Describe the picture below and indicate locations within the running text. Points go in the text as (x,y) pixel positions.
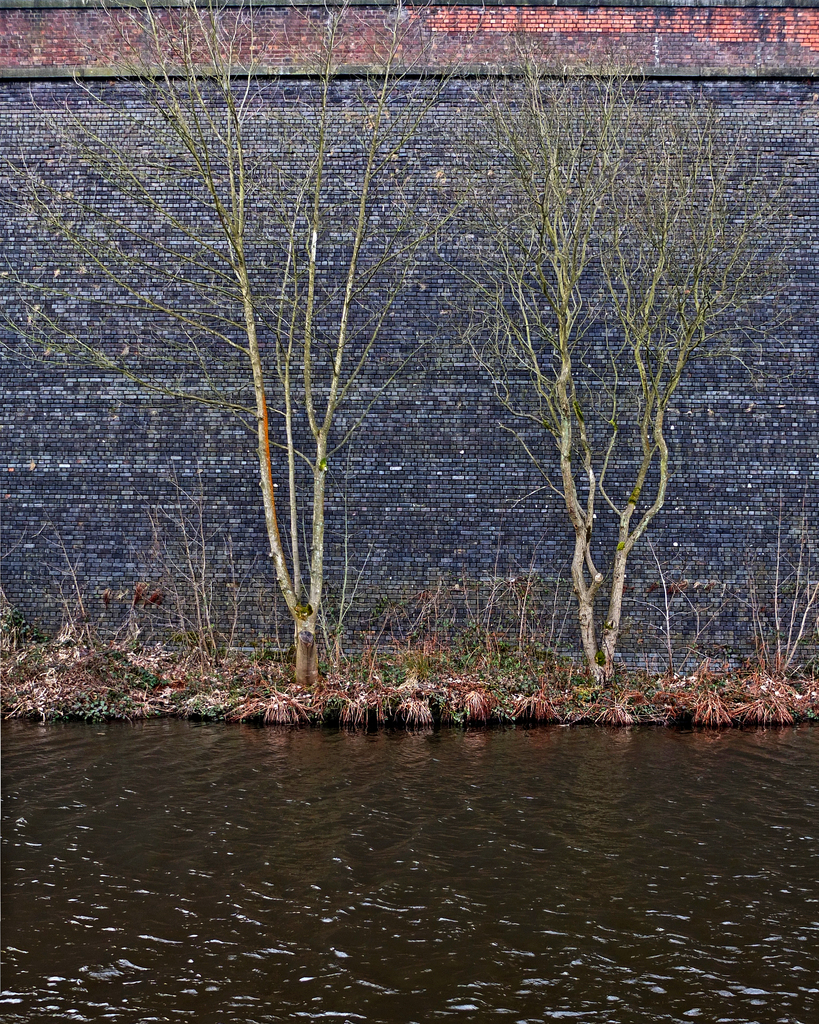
In this image I can see the water (404,879). To the side of the water (418,829) I can see the grass (376,711) and the trees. In the background (365,480) I can see the wall (379,487) which is in grey and brown color.
